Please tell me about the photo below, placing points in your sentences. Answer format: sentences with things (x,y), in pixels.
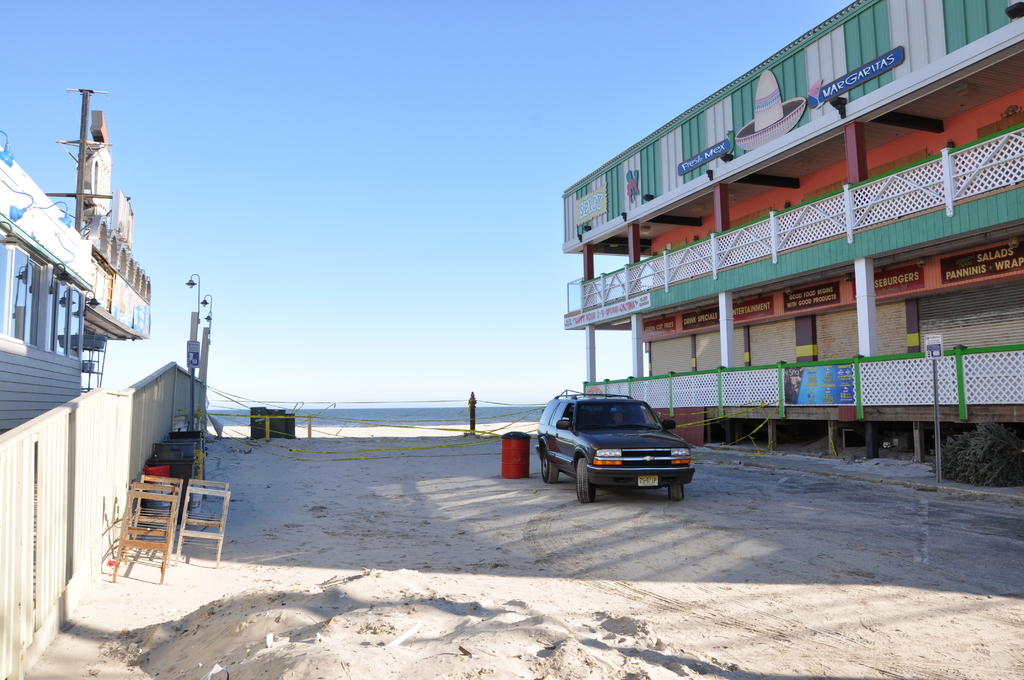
In this picture I can see there are two buildings (687,308) here on to right (745,274) and left and there is a car (688,467) parked here and there are some wooden frames (215,532) here and in the backdrop (485,413) I can see there is a fence (401,414) and there is a ocean (446,410) and the sky (296,270) is clear.
